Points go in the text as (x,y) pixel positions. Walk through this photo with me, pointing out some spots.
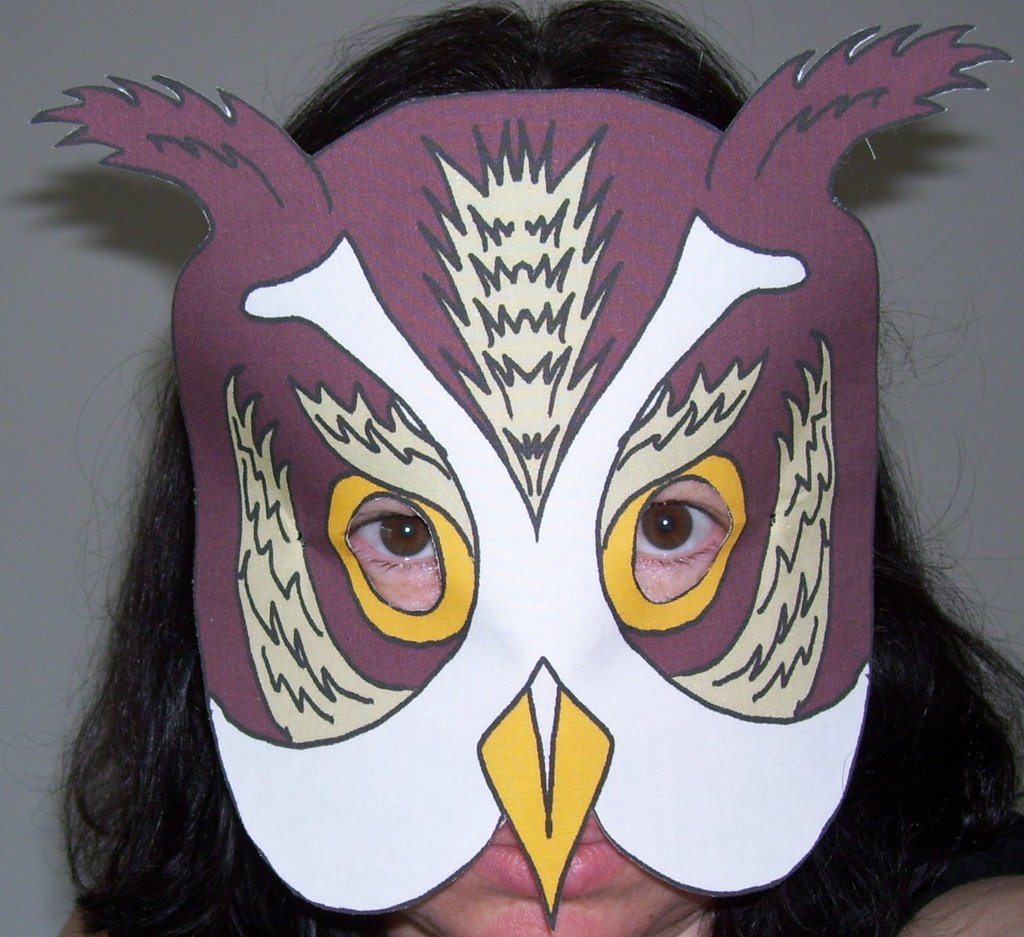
In this image there is a person (408,742) wearing a mask (538,711). In the background (916,495) there is wall (761,65).
